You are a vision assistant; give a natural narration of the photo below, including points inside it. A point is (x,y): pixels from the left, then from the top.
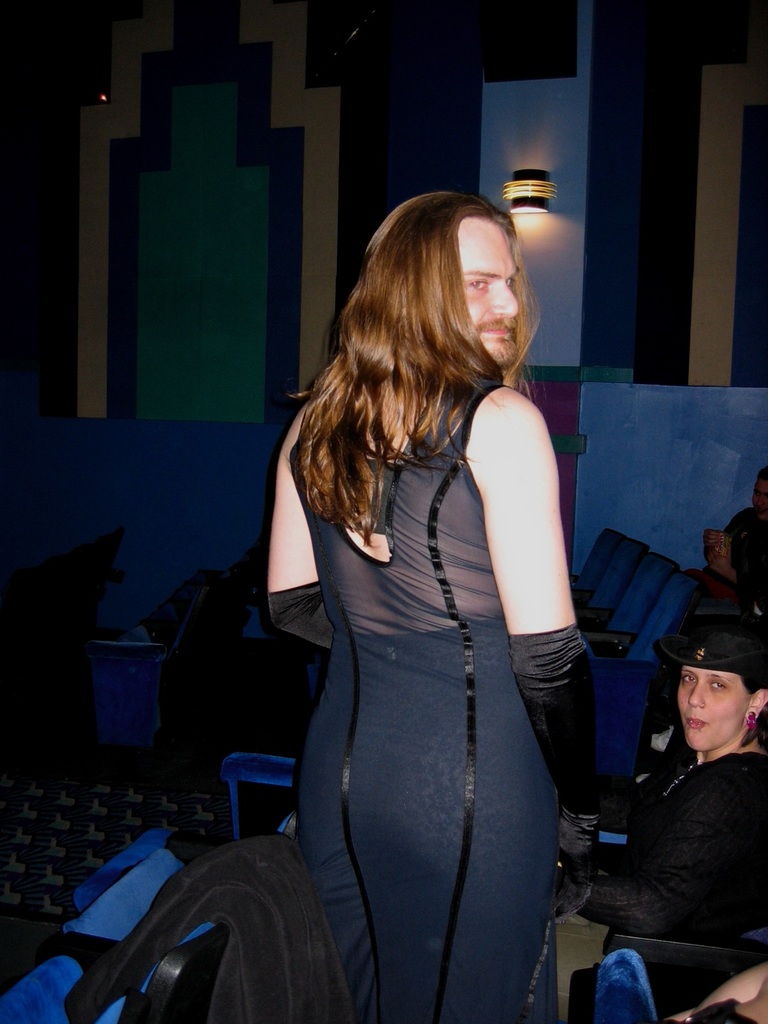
In the center of the image (424,350) there is a person (458,693) standing on the floor (21,834). In the background (23,420) we can see persons (684,882), chairs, light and wall (263,474).
